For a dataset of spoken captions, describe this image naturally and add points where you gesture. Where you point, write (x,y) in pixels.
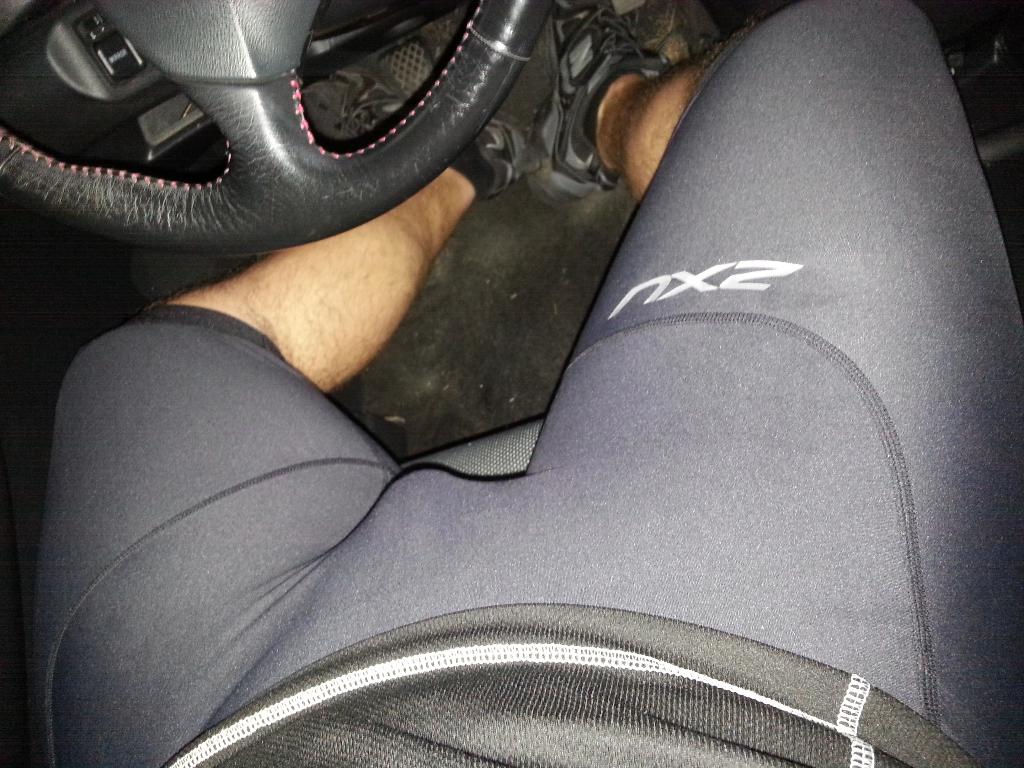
In this picture we can see a person (639,331) is seated in the car (350,391), in the top left hand corner (229,114) we can see steering wheel (273,167).
